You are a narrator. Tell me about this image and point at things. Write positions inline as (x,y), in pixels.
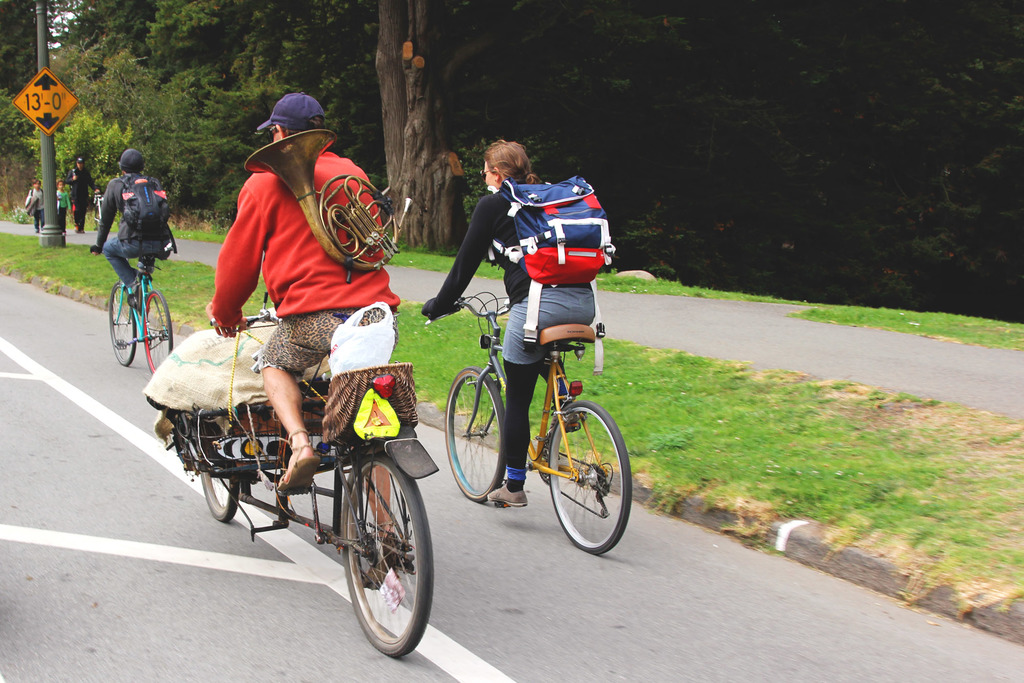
In this image there is a person (222,308) riding bicycle (261,311) by carrying a french horns (284,148), and a woman (487,149) riding a bicycle (605,531), another person (132,248) riding a bicycle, and at back ground (295,57) there is a tree (239,74), walkway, grass (985,461), group of people (87,195) walking, a sign board (52,128) attached to the pole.
